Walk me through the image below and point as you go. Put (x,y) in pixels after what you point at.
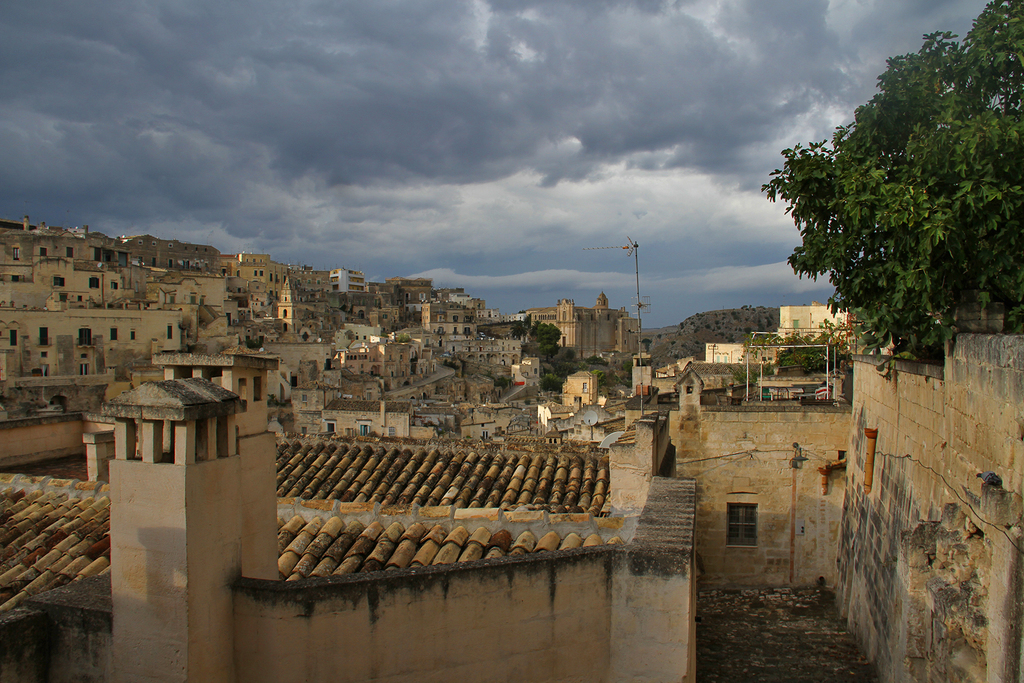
In the picture there are many buildings (369,476), there are trees (1000,248), there is a cloudy sky (485,251).
